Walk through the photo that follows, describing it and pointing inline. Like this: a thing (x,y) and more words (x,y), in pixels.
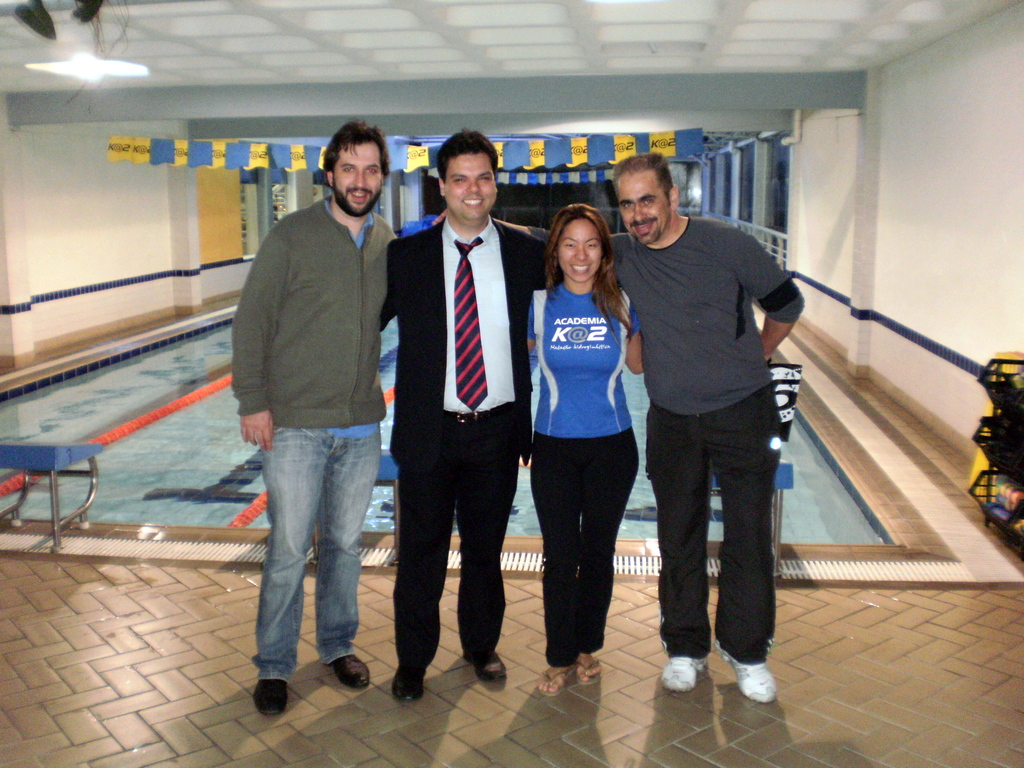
In the image there are four persons (553,336) standing. Behind them there is a swimming pool (811,472). At the top of the image (141,151) there are flags (135,140). And in the background (766,201) there are walls (822,200) with windows (773,204) and pillars (183,190). On the right side of the image (988,418) there is an object (1014,490). And on the left side of the image (9,469) there is another object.
